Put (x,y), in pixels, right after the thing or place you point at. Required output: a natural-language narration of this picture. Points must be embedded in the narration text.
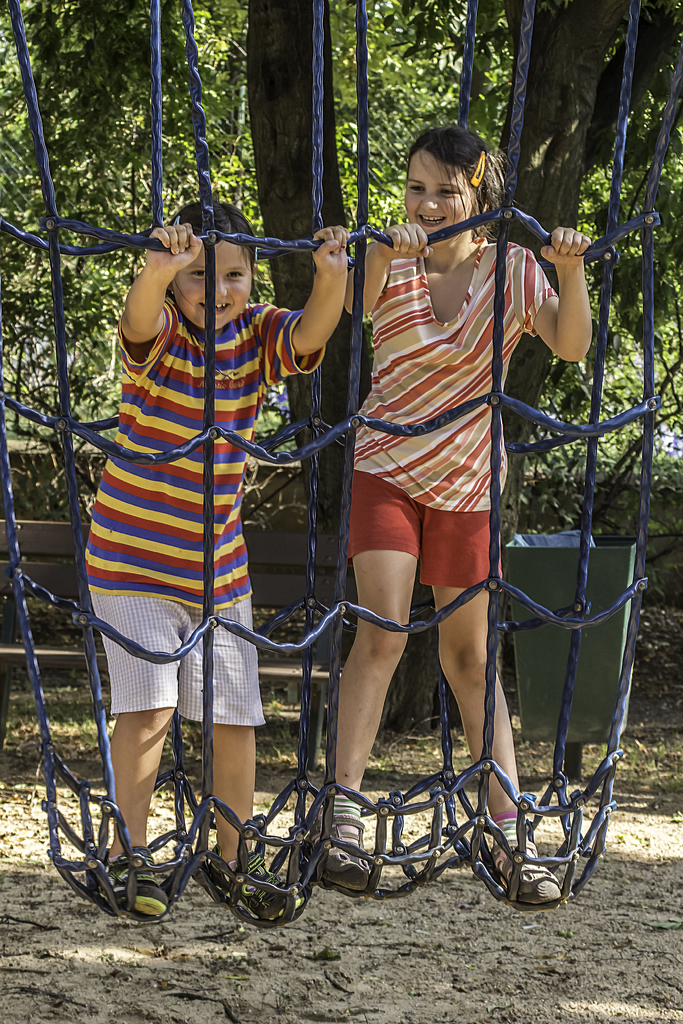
In this picture I can see couple of girls (139,544) standing and holding ropes (333,433) and I can see trees (140,176) in the back (140,176) and a dustbin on the ground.
